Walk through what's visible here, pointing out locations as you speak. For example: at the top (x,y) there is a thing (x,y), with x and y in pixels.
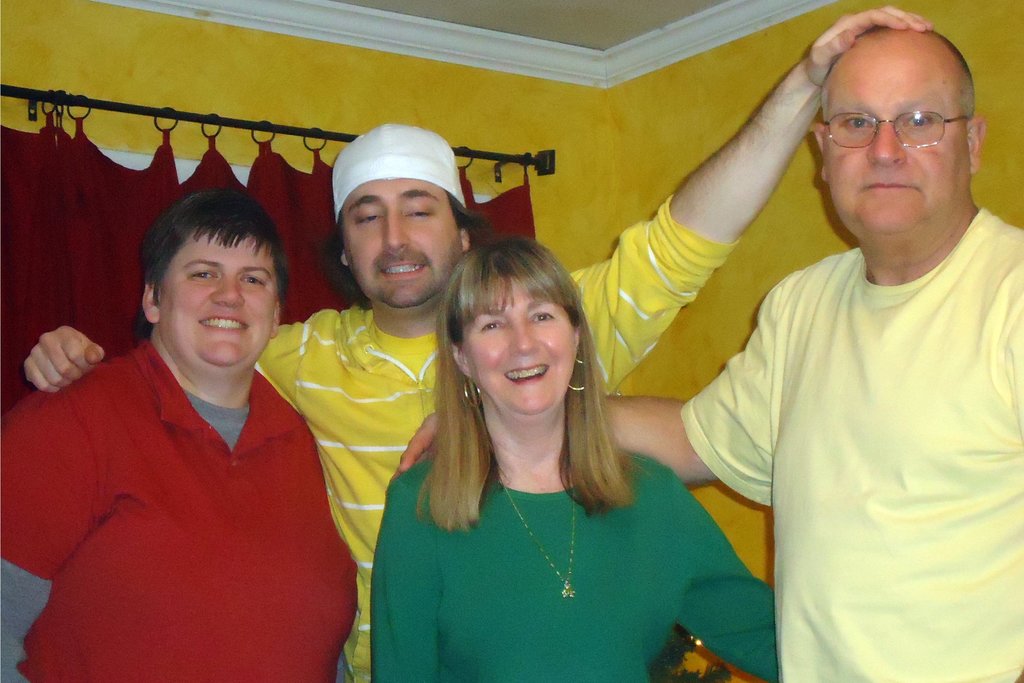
In this image I can see persons (524,335), backside of them I can see yellow color wall (612,165) and maroon color curtain (220,155).
